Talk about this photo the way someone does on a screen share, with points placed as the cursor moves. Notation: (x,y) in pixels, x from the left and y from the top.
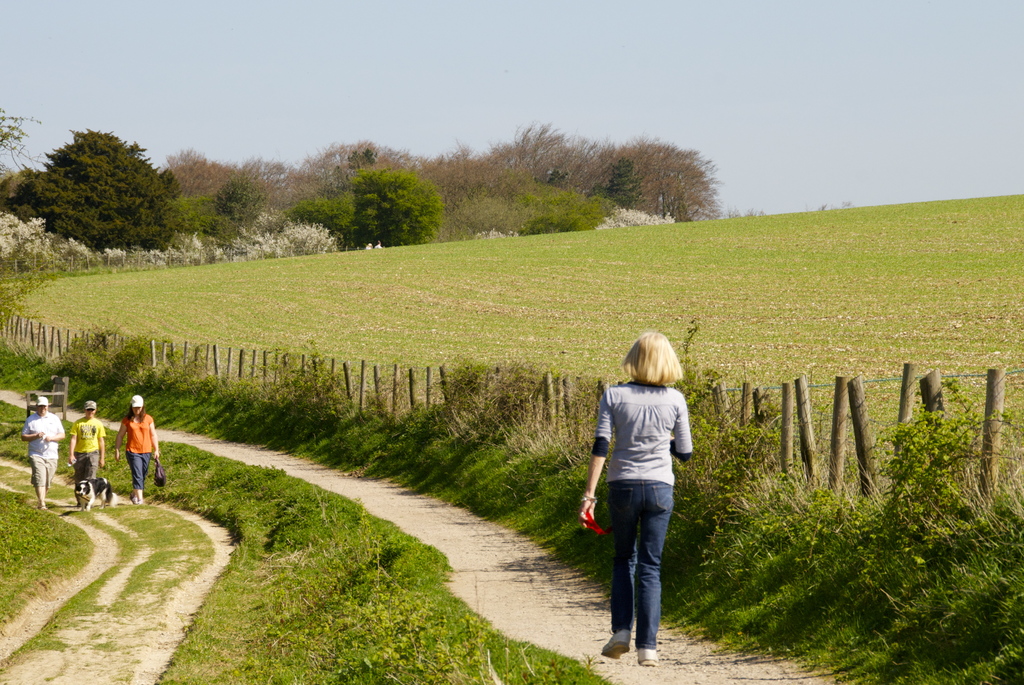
This picture describes about group of people (61,435), few people (135,475) wore caps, beside to them we can see few plants (941,454), wooden poles (863,426) and grass (331,539), in the background (493,164) we can see few trees (486,166), and also we can see a dog (81,482) on the left side of the image (110,492).
